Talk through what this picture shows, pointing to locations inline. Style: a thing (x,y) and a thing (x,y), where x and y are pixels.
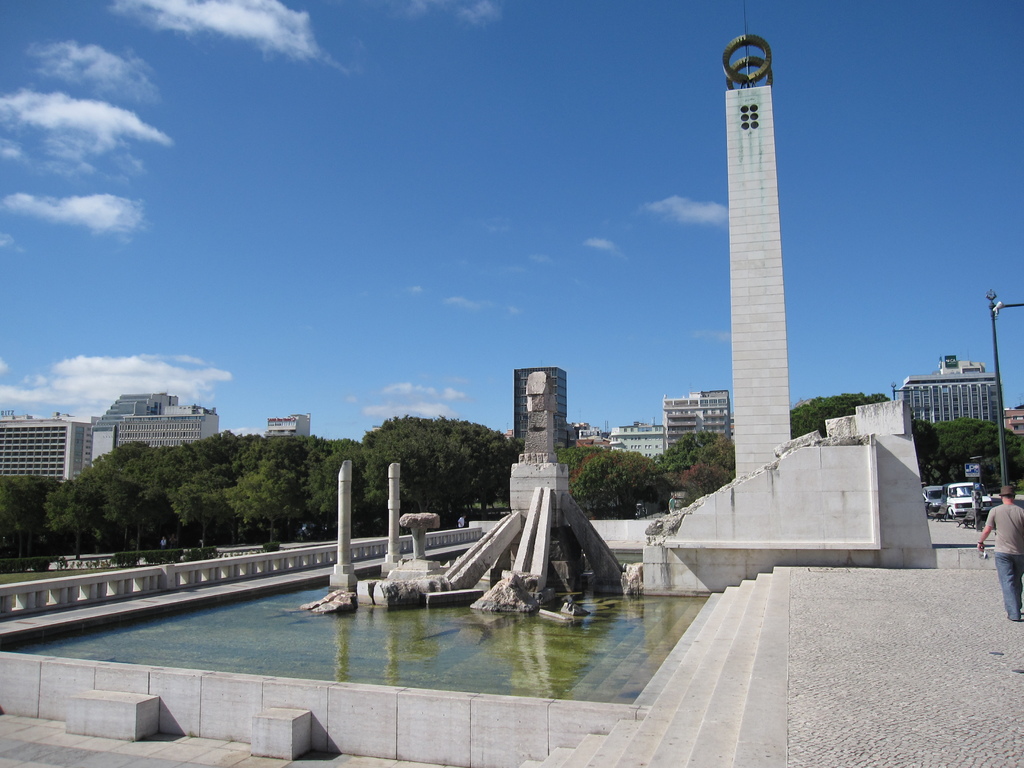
On the right side of the image (1017,553) we can see one person (1008,584) walking and he is holding some object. In the background (433,212), we can see the sky (319,351), clouds (215,6), buildings (46,434), vehicles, towers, poles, one sign board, water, pillars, trees (984,444), grass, staircase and a few other objects (99,679).
